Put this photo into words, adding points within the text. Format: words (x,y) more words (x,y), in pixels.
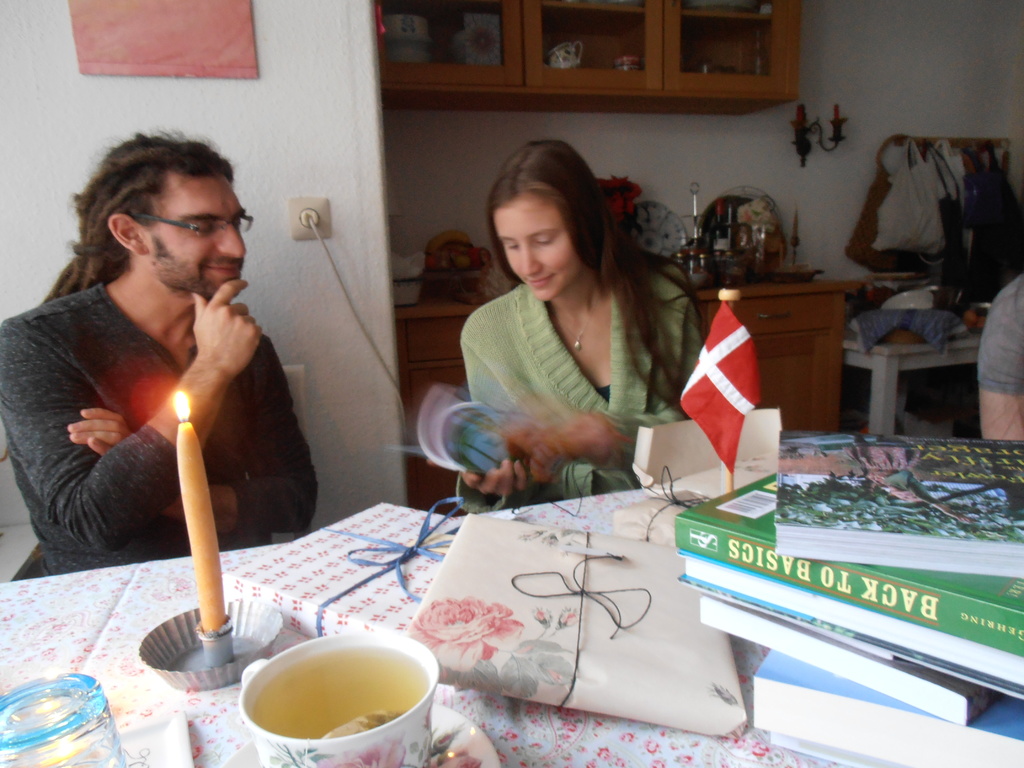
In this picture a we can see a person (121,295) is sitting on a chair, and beside a woman (505,331) is sitting and holding a book (493,442) in her hand (543,435), and in front (573,574) there is a table (562,520) a candle (204,502), books (712,617) and tea cup (407,718) there are many objects (813,487), and at back (877,320) side there is a table (885,331), and here is a wall (733,150) and there are many objects (654,207) on the table (449,350).
